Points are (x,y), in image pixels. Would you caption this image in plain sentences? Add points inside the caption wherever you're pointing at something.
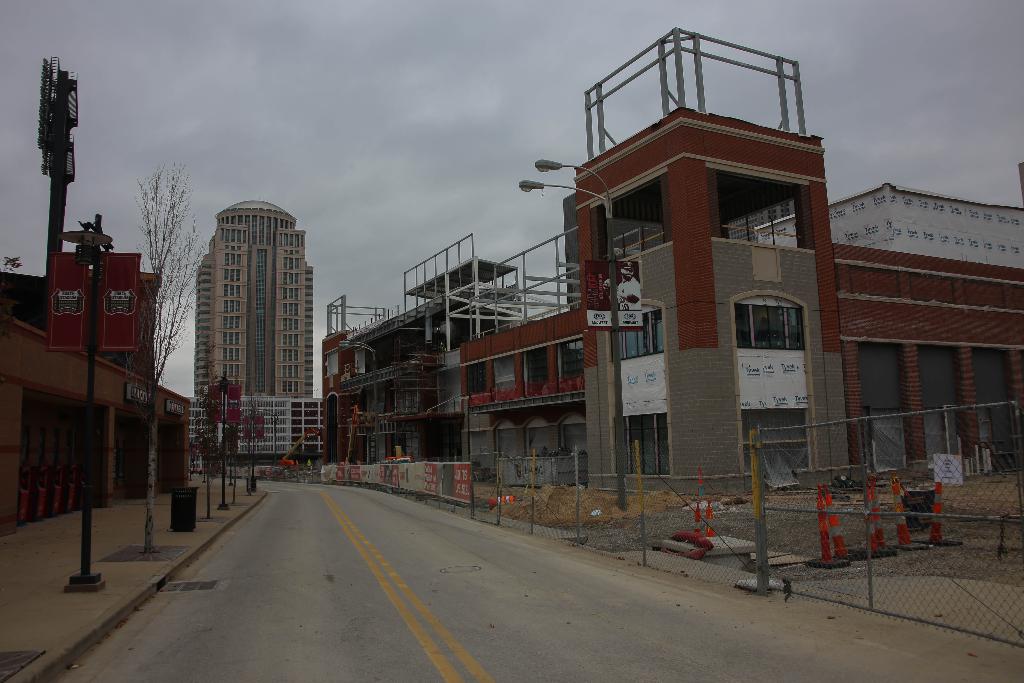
In the foreground of this picture (367,581), there is a road (350,575). On the left (210,484), there are poles (91,287), buildings (57,361), banners (128,270) and a tree (159,266). On the right (942,494), there is a fencing (952,521), buildings (635,345), street poles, sky (355,78) and the cloud (244,87).
